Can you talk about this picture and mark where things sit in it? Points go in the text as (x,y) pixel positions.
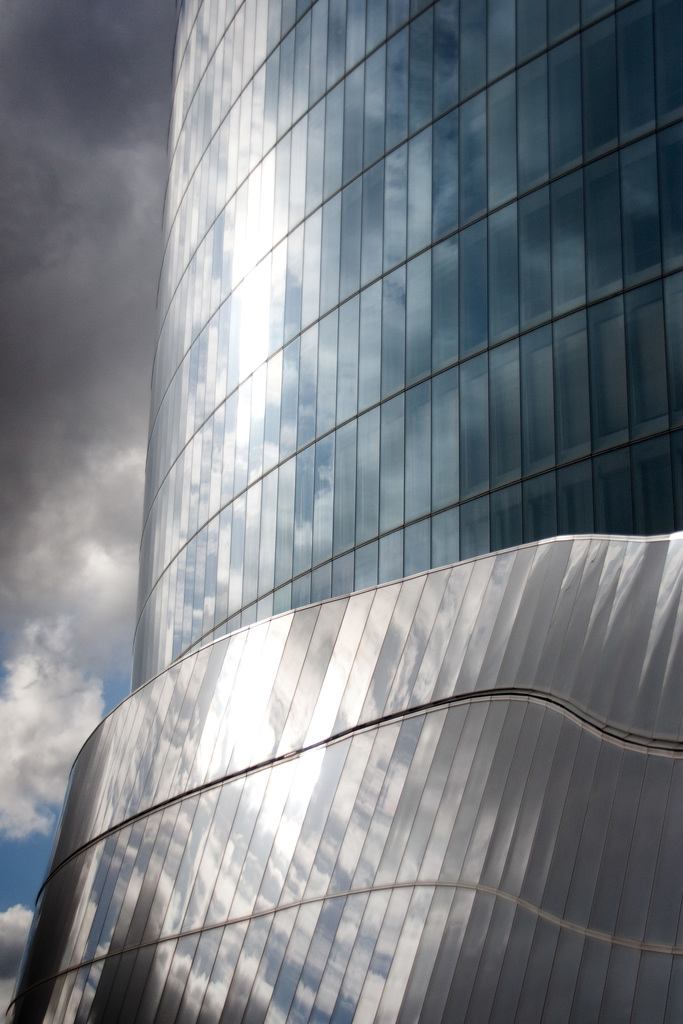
In this picture we can see a building (149,694) and in the background (27,662) we can see the sky (70,287) with clouds (119,308).
